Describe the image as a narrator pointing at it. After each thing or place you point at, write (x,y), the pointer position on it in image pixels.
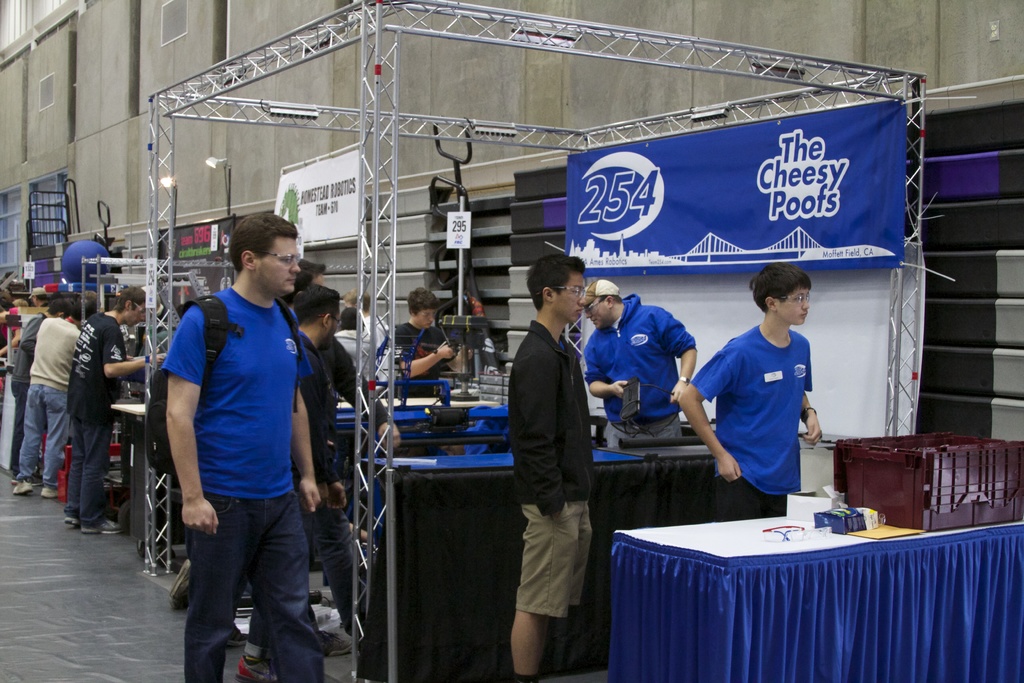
In this picture, we can see a few people (108,525) and we can see some objects (902,473) on the tables (802,538) covered with cloth (794,555) like tub (878,503), boxes (862,527) and we can see the ground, poles (362,199). We can see the wall (127,74) with windows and posters (323,172).
